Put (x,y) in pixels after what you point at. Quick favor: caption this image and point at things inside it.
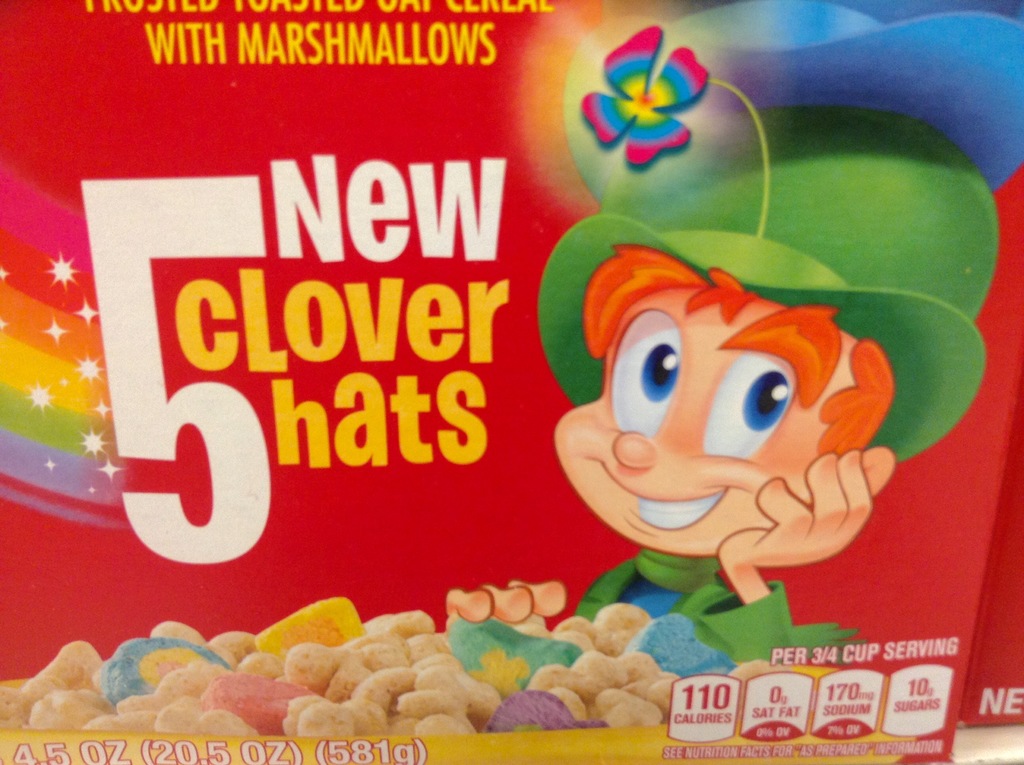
This is a cereal box (553,267) and here we can see some text (378,243) and there is a picture (635,450) of a cartoon (619,482) and we can see some food items (337,659).
